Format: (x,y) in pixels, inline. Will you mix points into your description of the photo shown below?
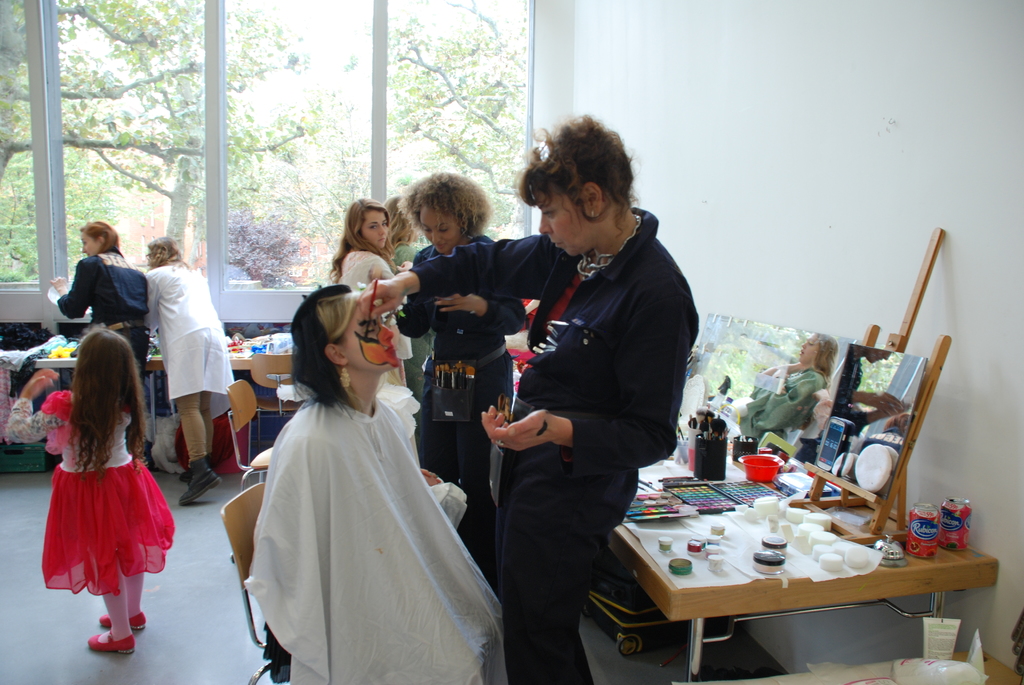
On the background (573,59) we can see wall (823,130). Through glass windows (277,120) we can see trees (273,164). Here we can see two women (180,310) standing in front of a table (243,337) and on the table (58,340) we can see few products (289,347). Here we can see one woman (314,448) sitting on a chair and this person (526,427) is painting with a brush (376,291) on this women's face (351,355). We can see few persons (428,232) standing here. We can see one girl (102,618) on the floor (38,520). Here it's a mirror (795,416). We can see cosmetics (818,561) on the table (809,533). These are tins (962,528).
